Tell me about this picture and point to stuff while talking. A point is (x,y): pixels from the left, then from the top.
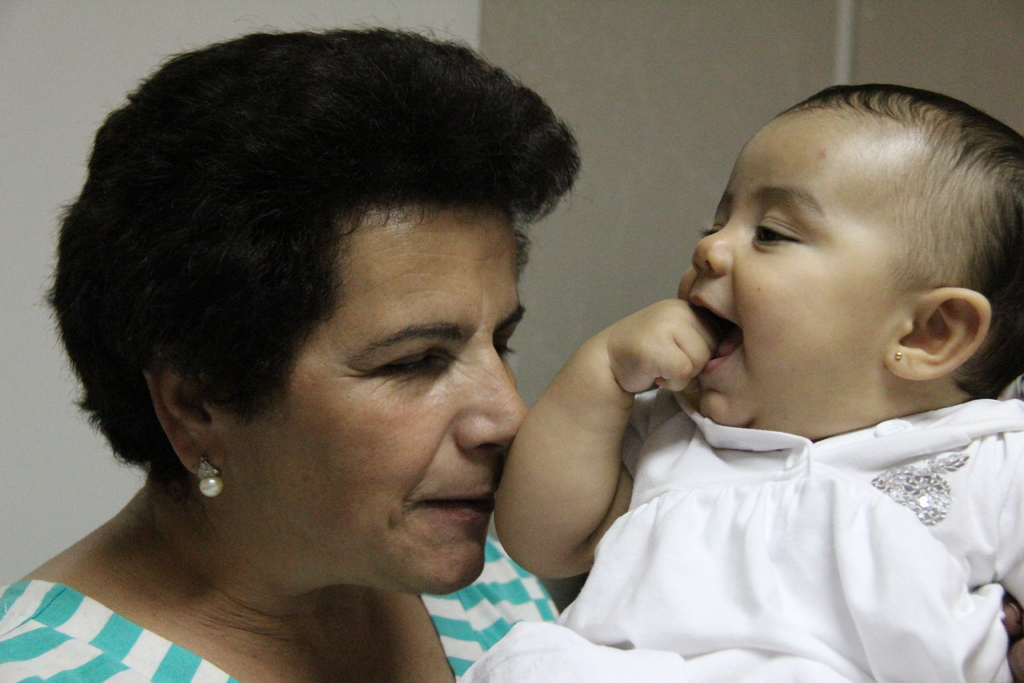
In this image I can see a woman (323,278) and a baby (898,451). I can see this baby (862,565) is wearing white colour dress (747,535) and here I can see she is wearing a top (49,638) which is in blue and white colour.
